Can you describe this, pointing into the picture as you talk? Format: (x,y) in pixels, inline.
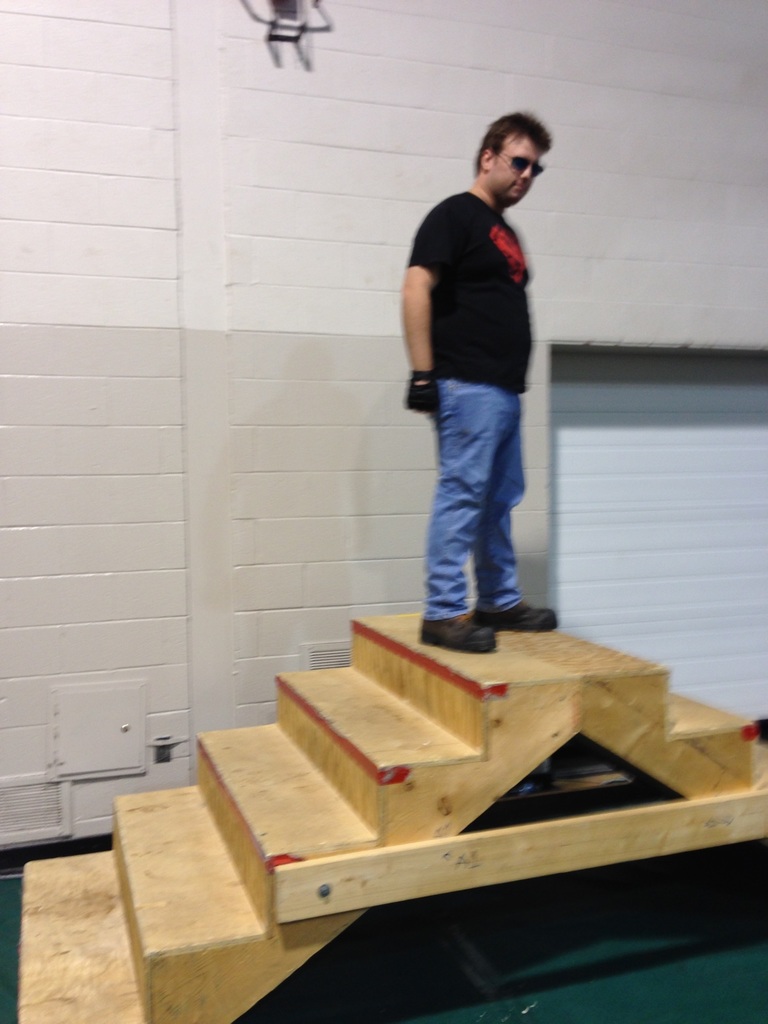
In this image we can see a person (463,215) wearing black color T-shirt (457,294), shoes (461,625), gloves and blue color pant (458,447) standing on stairs (395,782) which are made of wood (228,740) and in the background of the image (123,155) there is a wall (185,214).
